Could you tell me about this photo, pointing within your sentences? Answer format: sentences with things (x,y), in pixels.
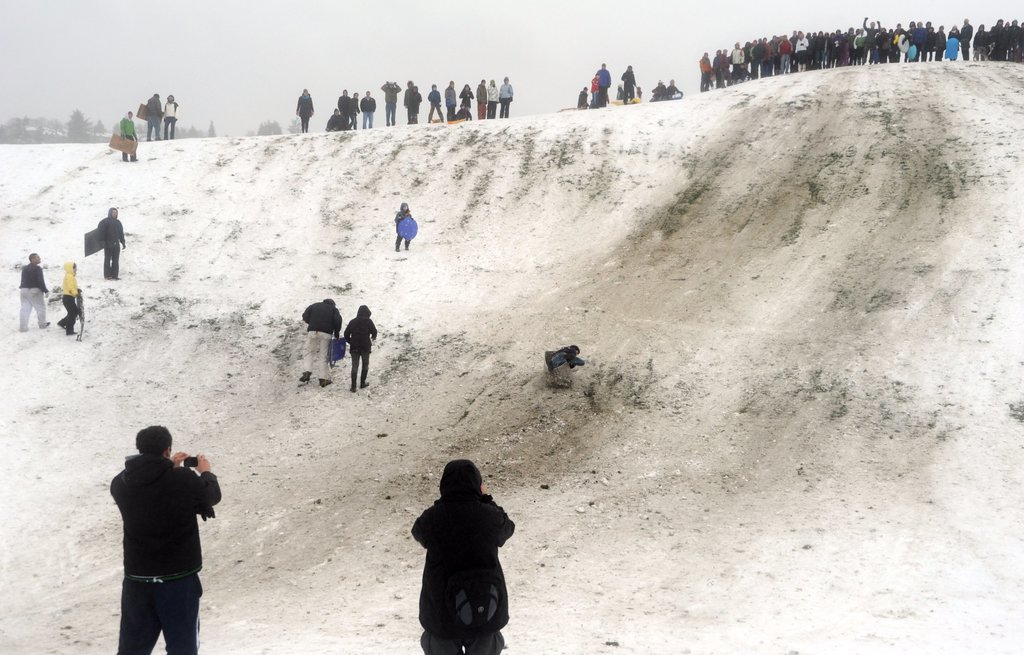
In this picture we can see some people (662,83) are standing, a person (182,527) in the front (169,566) is holding a mobile phone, there are four persons (355,341) walking in the middle (367,338), in the background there are some trees (274,130), we can see the sky (483,43) at the top of the picture (464,32).
